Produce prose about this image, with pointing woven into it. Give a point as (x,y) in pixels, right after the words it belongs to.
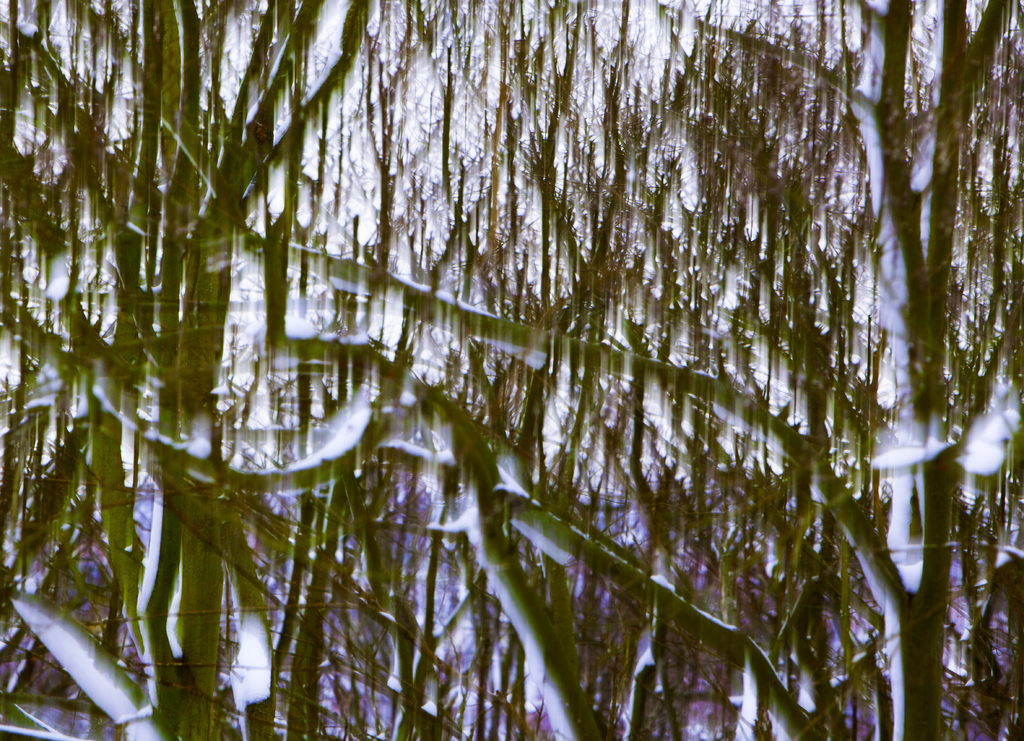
It is a blur image. In this image, we can see plants (490,503).
